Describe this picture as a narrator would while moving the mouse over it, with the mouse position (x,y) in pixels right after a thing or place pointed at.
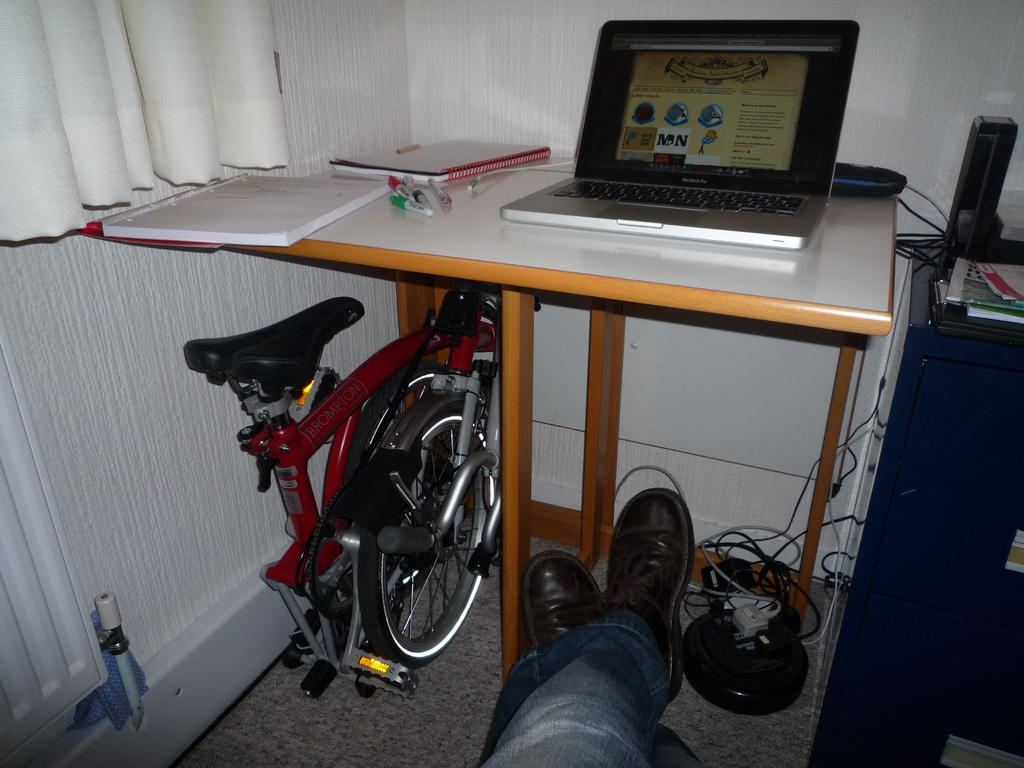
In this Image I see person's legs (549,752), a table (503,377) over here on which there are books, pens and a laptop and I see few wires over here and I can also see the curtain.
